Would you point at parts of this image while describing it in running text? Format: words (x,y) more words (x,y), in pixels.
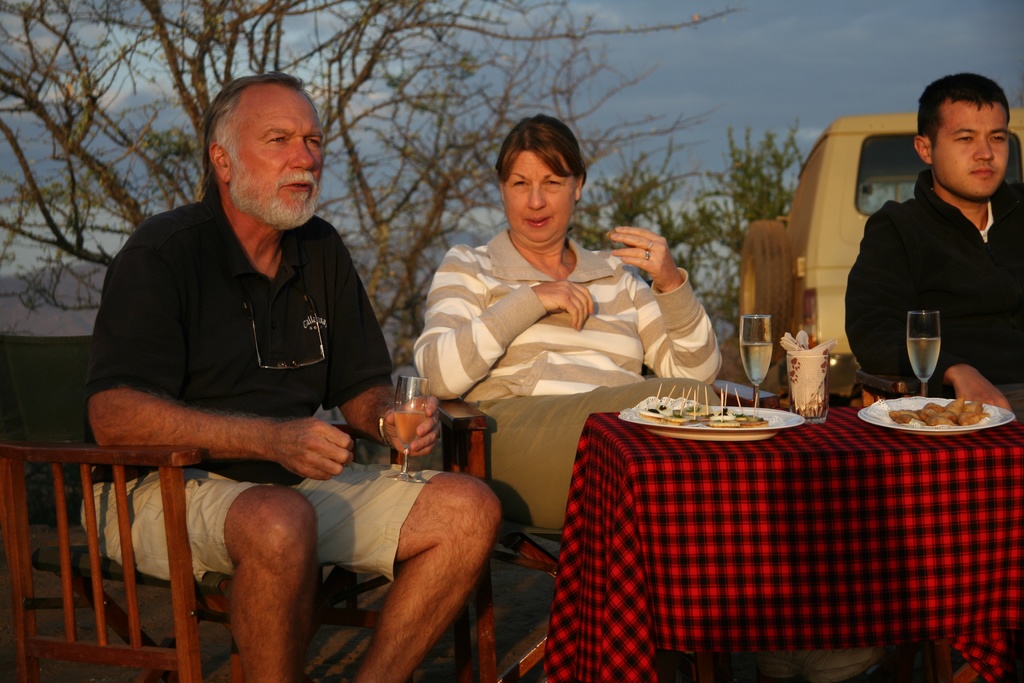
In the image there are three persons (562,167) sitting on chair (179,512). The person (325,452) in the left (292,379) wearing black t-shirt (240,359) is holding a wine glass (408,406). In the middle (511,318) a lady (514,315) is sitting. In the right (874,247) a man (903,236) wearing black jacket (976,275) is sitting. In front of them there is a table (809,454) on the table (830,485) there are two wine glasses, tissues (823,369), foods (735,422) on plate (744,435). In the background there are trees (95,77).
